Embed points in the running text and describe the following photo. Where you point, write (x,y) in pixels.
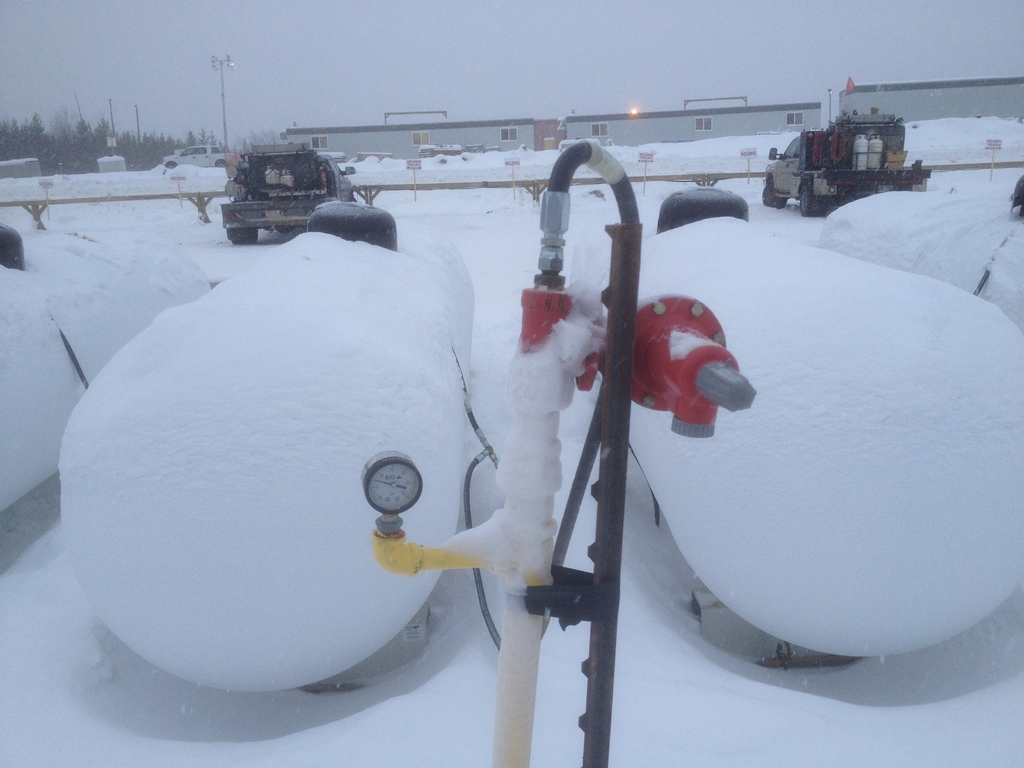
In this image I can see snow (810,328), gauge (419,481), pipes (527,483), vehicles (291,192), railing (357,192), boards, poles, buildings (353,129), light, trees (67,139), sky (431,94) and objects (857,148).
